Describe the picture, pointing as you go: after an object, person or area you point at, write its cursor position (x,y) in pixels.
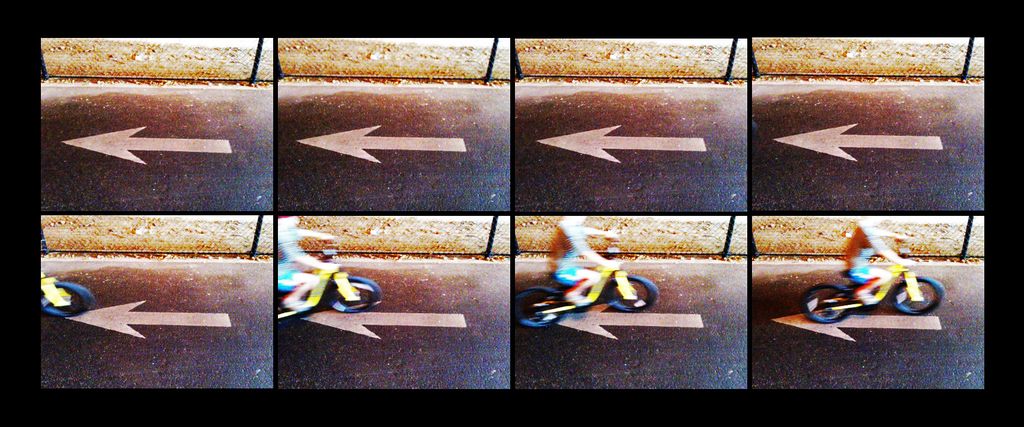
This is an image with collage. In this image we can see a person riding a bicycle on the road (458,354). We can also see the sign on the road (341,184) and a metal fence (253,79).
